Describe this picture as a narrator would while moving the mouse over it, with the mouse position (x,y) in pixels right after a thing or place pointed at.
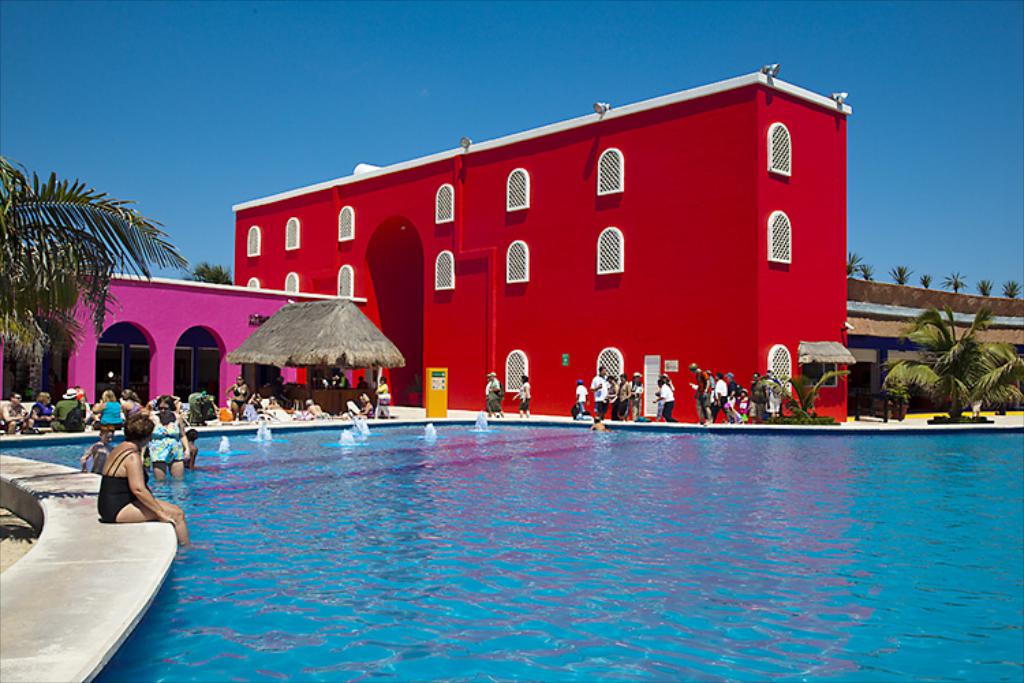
These are the buildings (332,273) with the windows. I can see few people (771,405) walking and few people (105,428) sitting. This looks like a swimming pool (587,535). I think these are the small water fountains (361,437) in the pool (439,428). I can see the trees (947,342) and small plants (813,398). This is the sky (187,239).
